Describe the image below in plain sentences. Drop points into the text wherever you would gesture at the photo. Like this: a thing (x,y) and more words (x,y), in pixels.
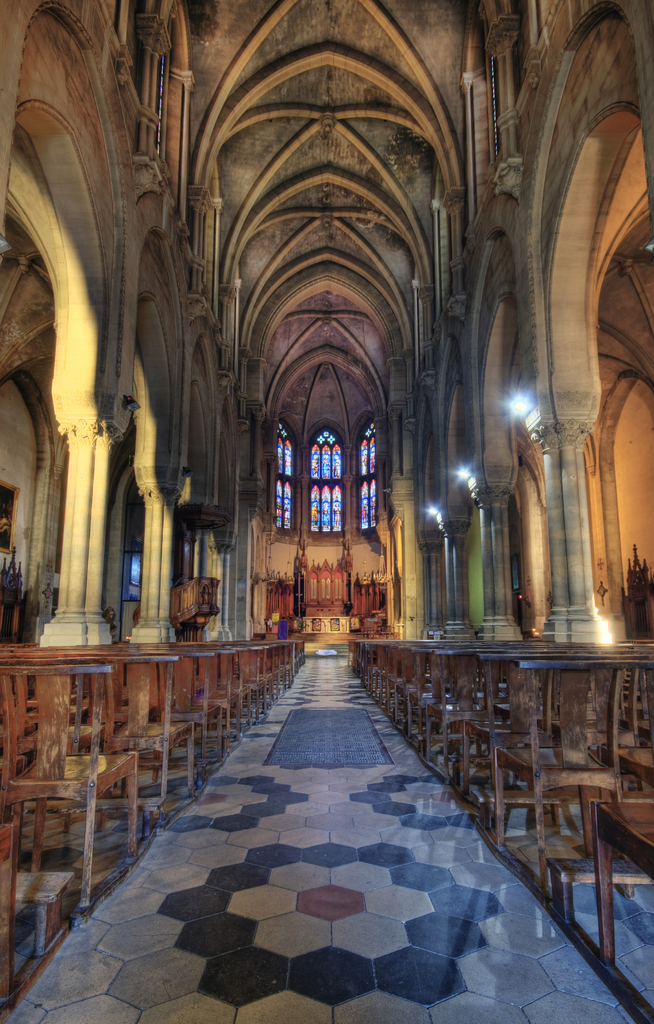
In this picture I can see inner view of a building (342,642) and I can see few chairs (361,645) and few lights (425,513).
